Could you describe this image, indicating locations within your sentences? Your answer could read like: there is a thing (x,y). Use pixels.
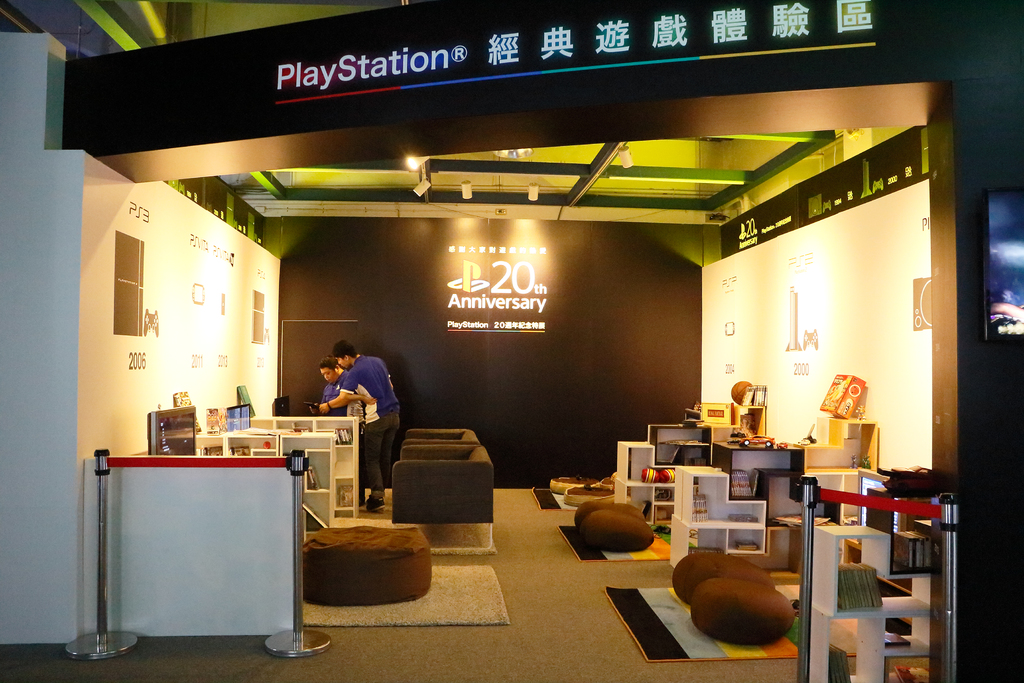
This image is clicked inside the room (547,576). There are two men (358,395) standing. There are couches (444,455) and tables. There are racks (679,482) in the image. There are books (731,485) and few objects (314,476) in the image. In the background (513,296) there are banners (534,302). There is text (496,307) on the banners (772,322). There are lights (425,160) to the ceiling (587,169).
